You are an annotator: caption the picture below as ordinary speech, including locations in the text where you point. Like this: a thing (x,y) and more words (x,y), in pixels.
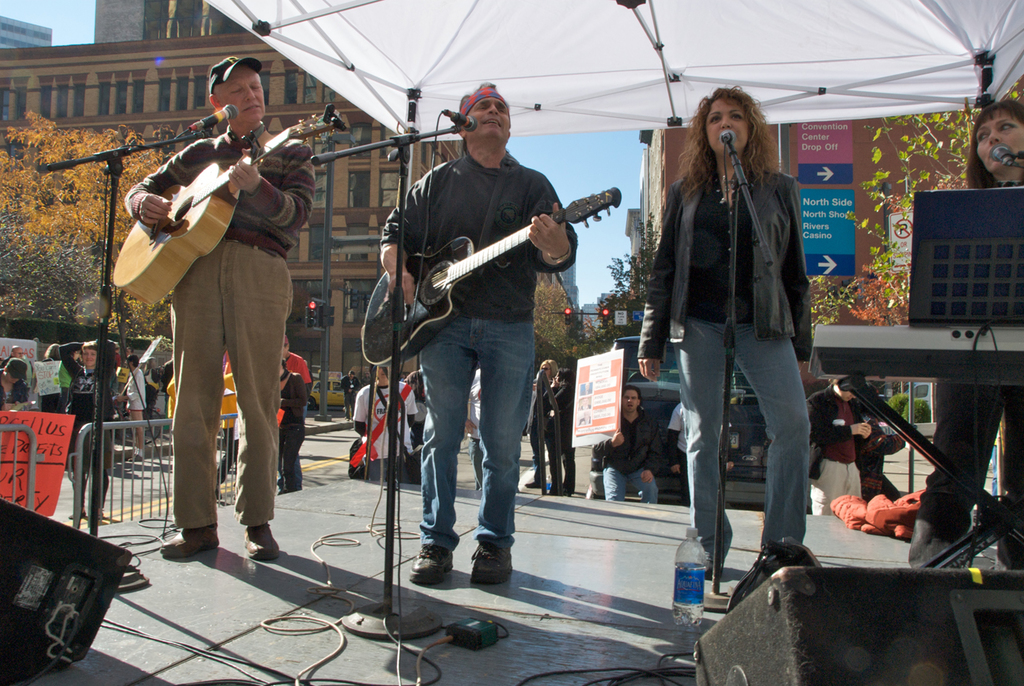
In this picture we can see two men (148,191) and two women (678,239) on stage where two are holding guitars (195,232) in their hands (156,213) and playing it and singing on mic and in background (624,396) we can see some people (652,441) standing on road (336,433) near fence (76,462) and we have buildings (120,75), tree (44,152), sign board (805,141).
